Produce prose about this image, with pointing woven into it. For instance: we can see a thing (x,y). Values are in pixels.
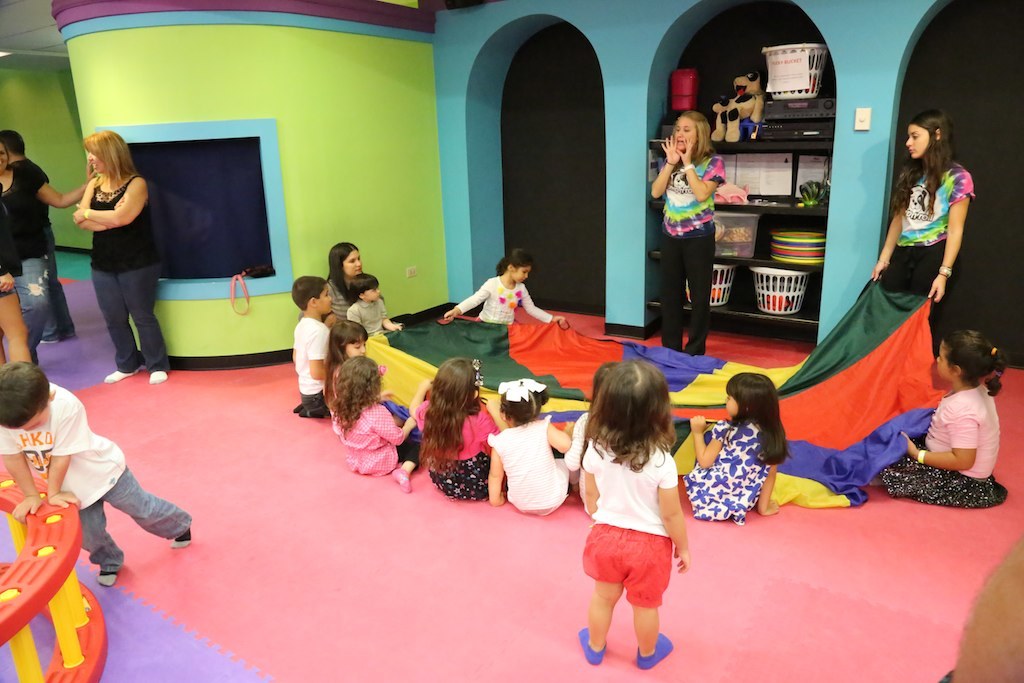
In this image there are kids (443,405) sitting on the floor (468,555). They are holding a cloth (528,367). In the center (681,274) there is a woman (672,214) standing. Behind her there is a shelf (766,220). There are baskets (791,303) and toys (740,114) in the shelf (805,146). To the left (126,320) there are two women (104,260) standing. In front of them there is a kid (66,486) playing. In the background (211,63) there is a wall (321,80).
